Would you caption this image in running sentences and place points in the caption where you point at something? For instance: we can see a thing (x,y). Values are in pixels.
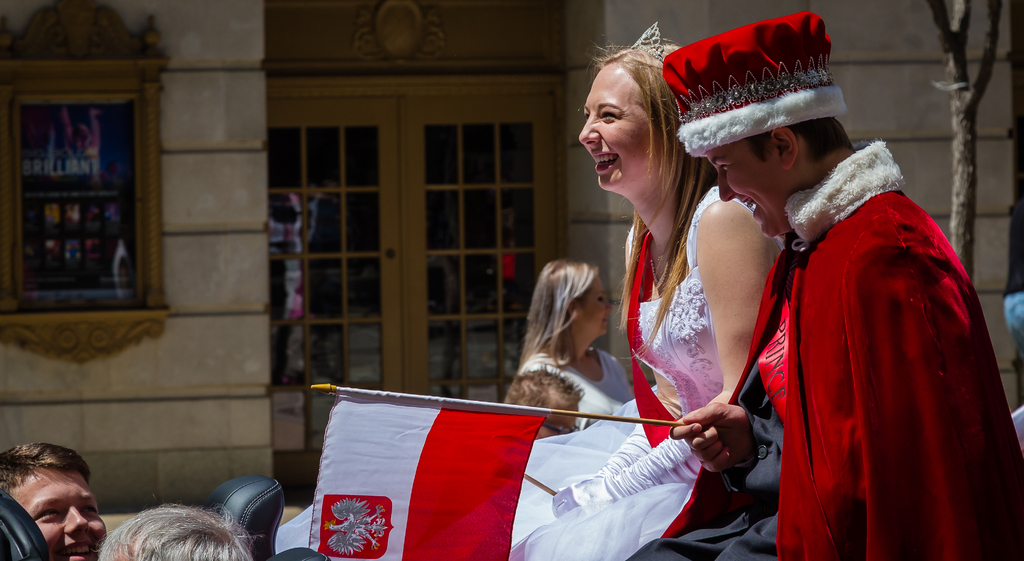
There is a man (872,423) and a woman (687,334). Man (845,251) is wearing a crown (786,85) and holding a flag (477,465). Woman (664,317) is wearing a crown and gloves (612,465). Also there are many people (569,348). In the background (399,237) there is a building (353,142) with doors (352,213). On the wall (190,248) of the building (174,258) something is there. On the right side (962,196) there is a tree (967,143).
